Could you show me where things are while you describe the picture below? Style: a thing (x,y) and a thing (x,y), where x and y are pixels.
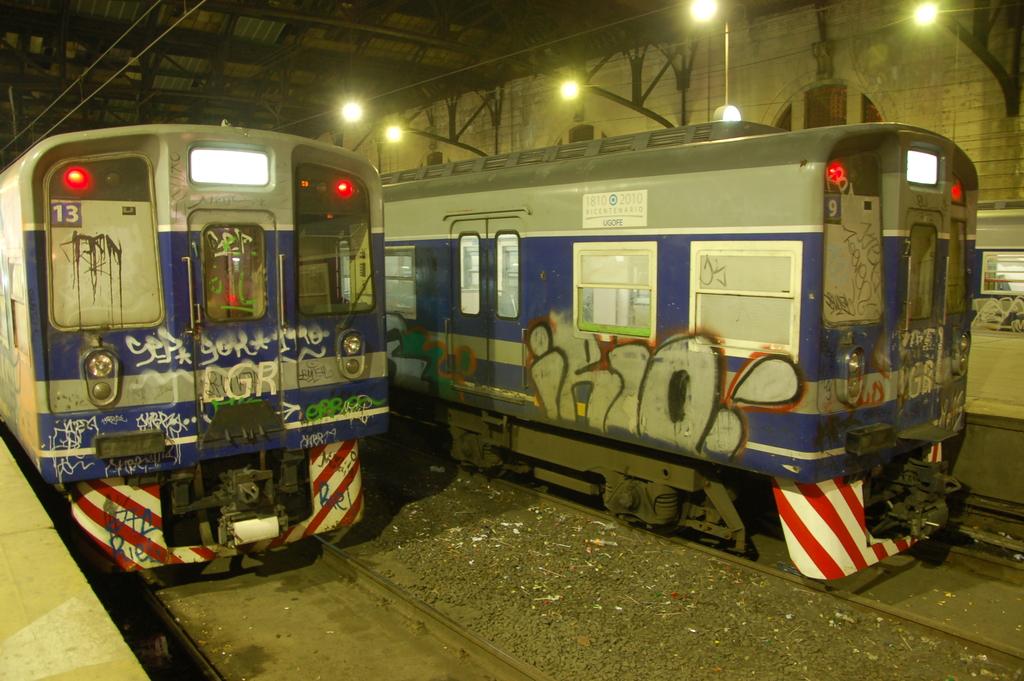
In this picture we can see two trains (468,370) are parked beside each other. Behind we can see white color wall (799,71) and shed roof (241,63) with lights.
